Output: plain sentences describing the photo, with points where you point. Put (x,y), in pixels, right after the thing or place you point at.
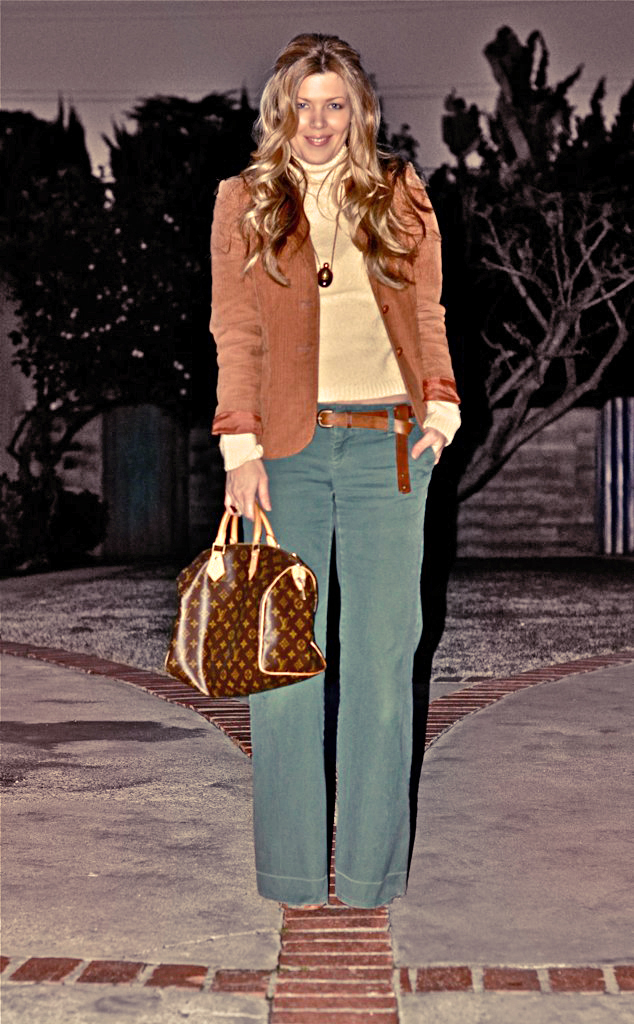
This image is clicked in a walkway (604,789). There is woman (289,497) standing and wearing a brown jacket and holding a bag (231,632) in her hand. In the background (85,209), there are trees (127,160), wall (87,431) and sky (122,60).
